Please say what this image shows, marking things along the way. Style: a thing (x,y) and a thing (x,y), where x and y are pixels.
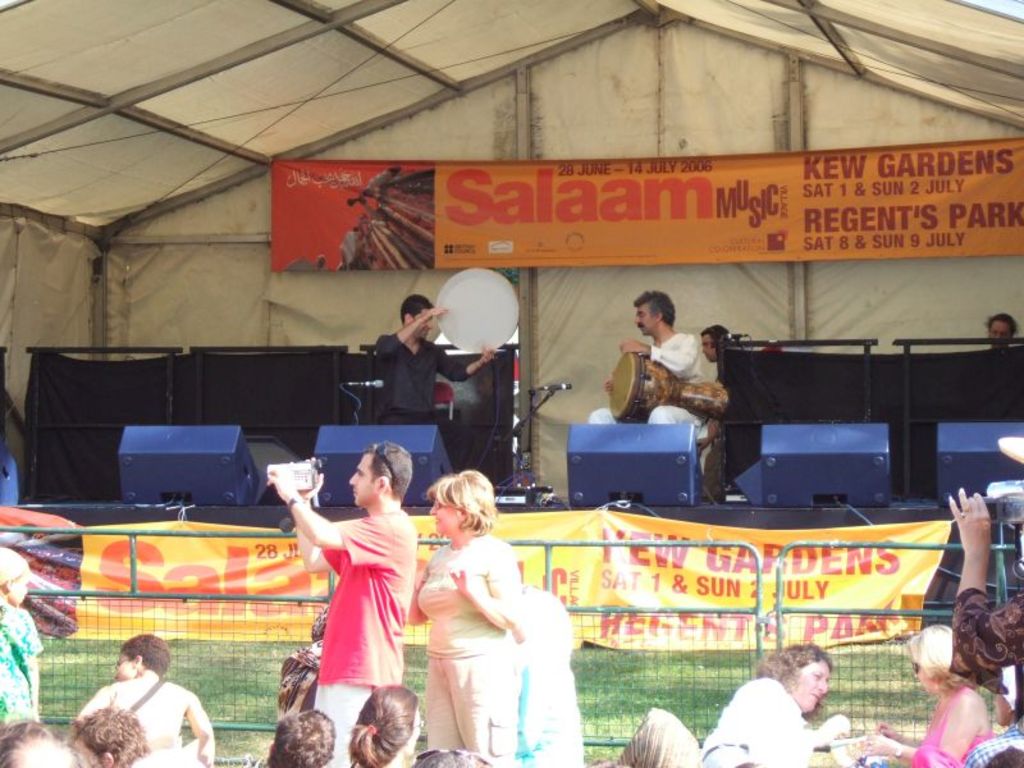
In this picture we can see two people (411,374) on stage (548,375) and the man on the right side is holding on musical instrument (672,395) and in the bottom (761,607) we can see a barricades (756,617) and the person (400,598) standing one man (388,563) is capturing video from his camera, at the top of the picture (604,235) we can see a banner (615,225), in the bottom of them there are some group of people (505,763).
